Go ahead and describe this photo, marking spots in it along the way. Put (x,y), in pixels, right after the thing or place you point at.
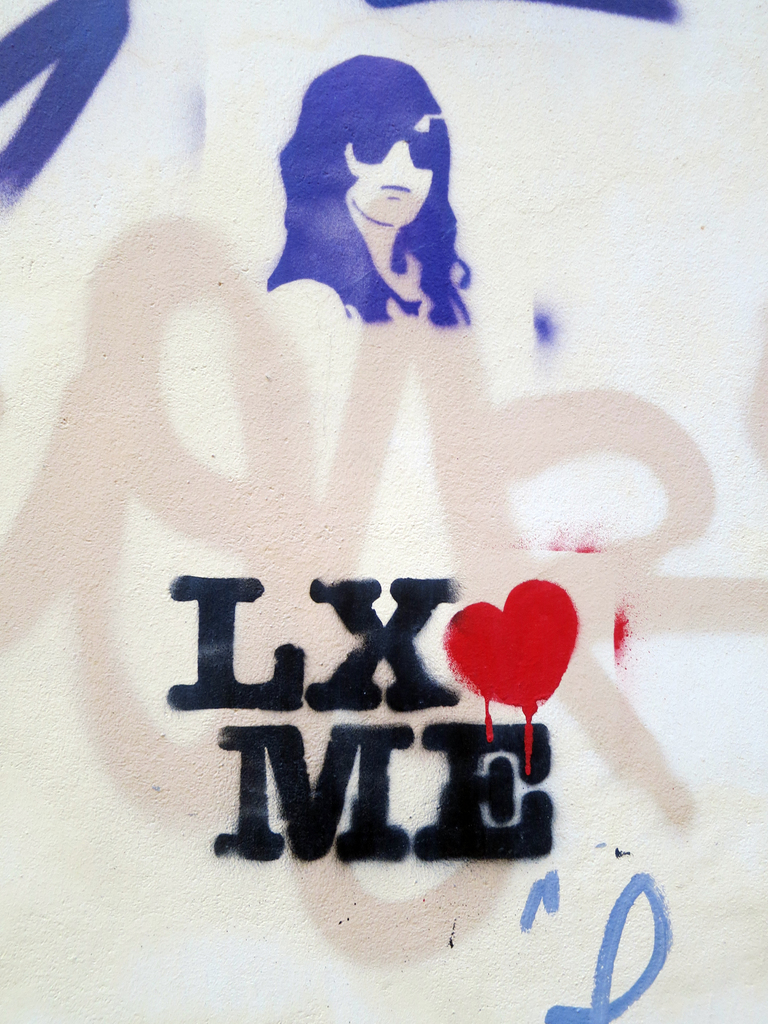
Here in this picture we can see some sort of painting (274,288) drawn on the wall (284,548) over there.
